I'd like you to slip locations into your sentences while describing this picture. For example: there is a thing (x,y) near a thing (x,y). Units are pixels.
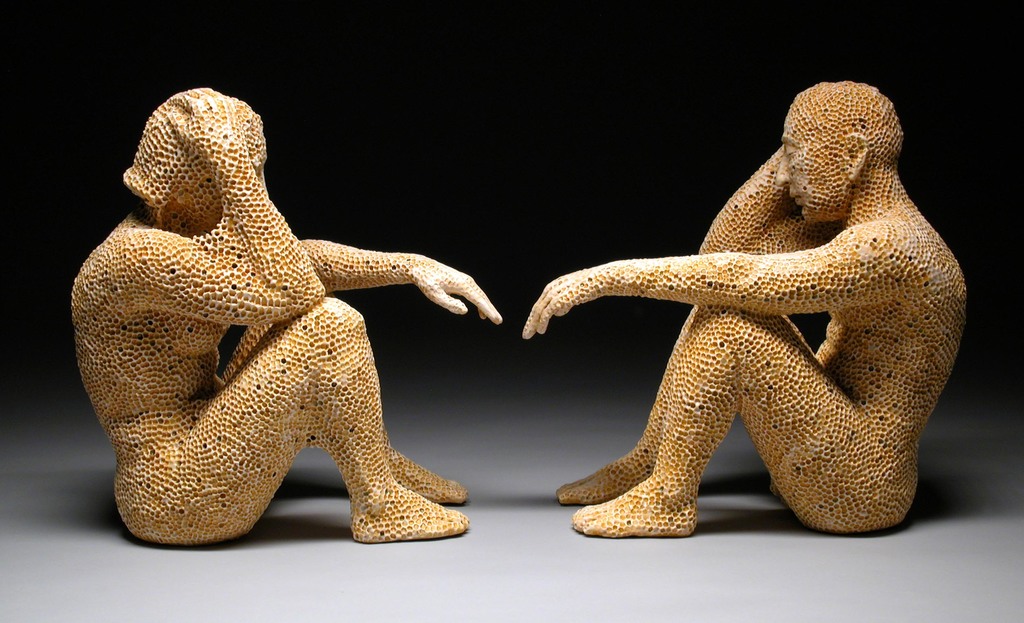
In this image I can see the statues (256,442) of two people (444,279) which are in cream and brown color. These are on the white color surface (479,536). And there is a black background (354,178).
